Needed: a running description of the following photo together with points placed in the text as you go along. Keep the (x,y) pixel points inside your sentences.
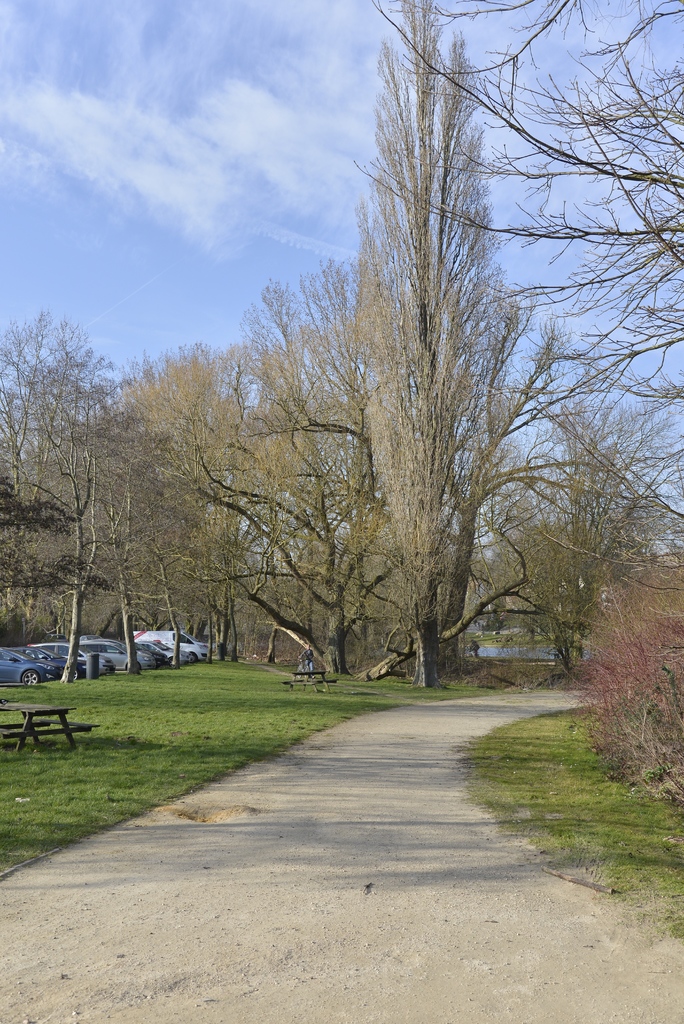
In this image, we can see trees (285,453), vehicles (157,634), benches (310,672) and there is a person (313,664). At the top (150,124), there are clouds (179,171) in the sky (218,213) and at the bottom (279,853), there is a road (200,921).
